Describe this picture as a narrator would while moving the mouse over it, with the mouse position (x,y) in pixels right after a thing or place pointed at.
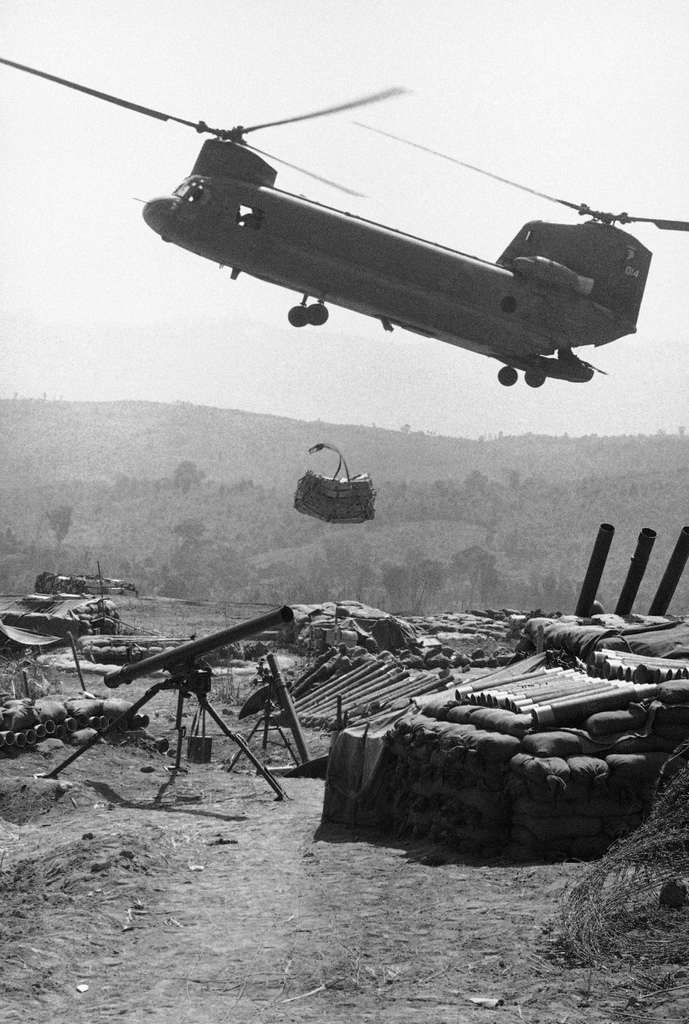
In this image in the center (456,342) there is a helicopter (374,279) and at the bottom (638,804) there are some bags (449,661), guns (117,723), poles (327,690), tents (52,632) and some other objects (655,834) and in the background (286,466) there are trees (528,527) and mountains (168,513). On the top of the image (174,113) there is sky (558,138).
